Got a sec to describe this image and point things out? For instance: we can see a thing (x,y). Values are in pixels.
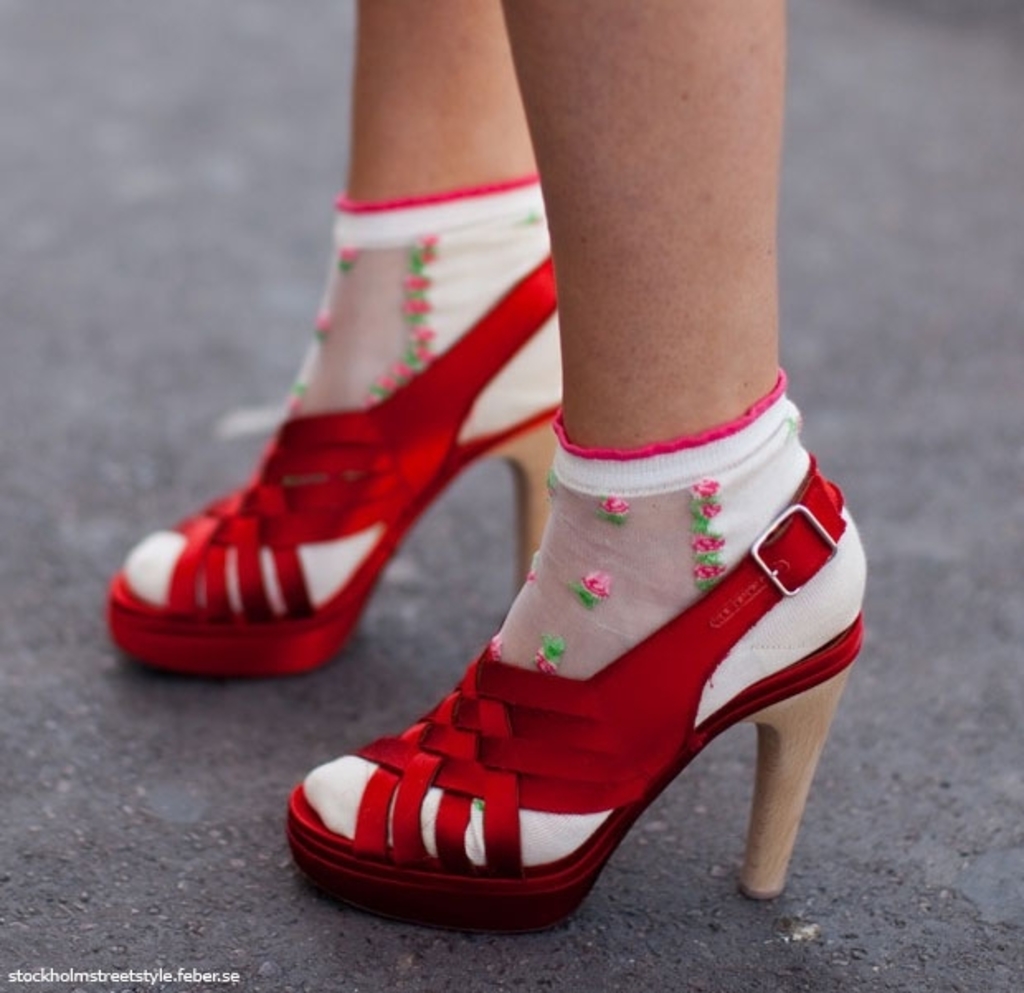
In this image we can see legs (620,291) of a person (427,304) on the road (411,607), worn footwear (411,380) to the legs (625,307) and at the bottom (127,980) there is a text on the image.
